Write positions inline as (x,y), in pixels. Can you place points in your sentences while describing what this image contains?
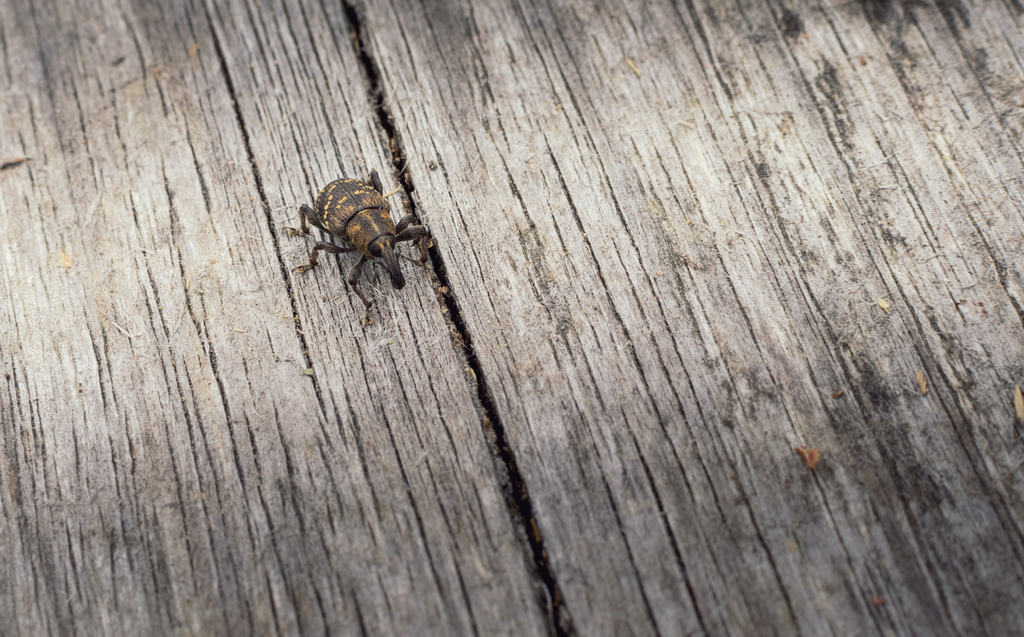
In this picture I can observe an insect (344,232) on the wooden surface (186,342). This insect (365,232) is in brown color.
